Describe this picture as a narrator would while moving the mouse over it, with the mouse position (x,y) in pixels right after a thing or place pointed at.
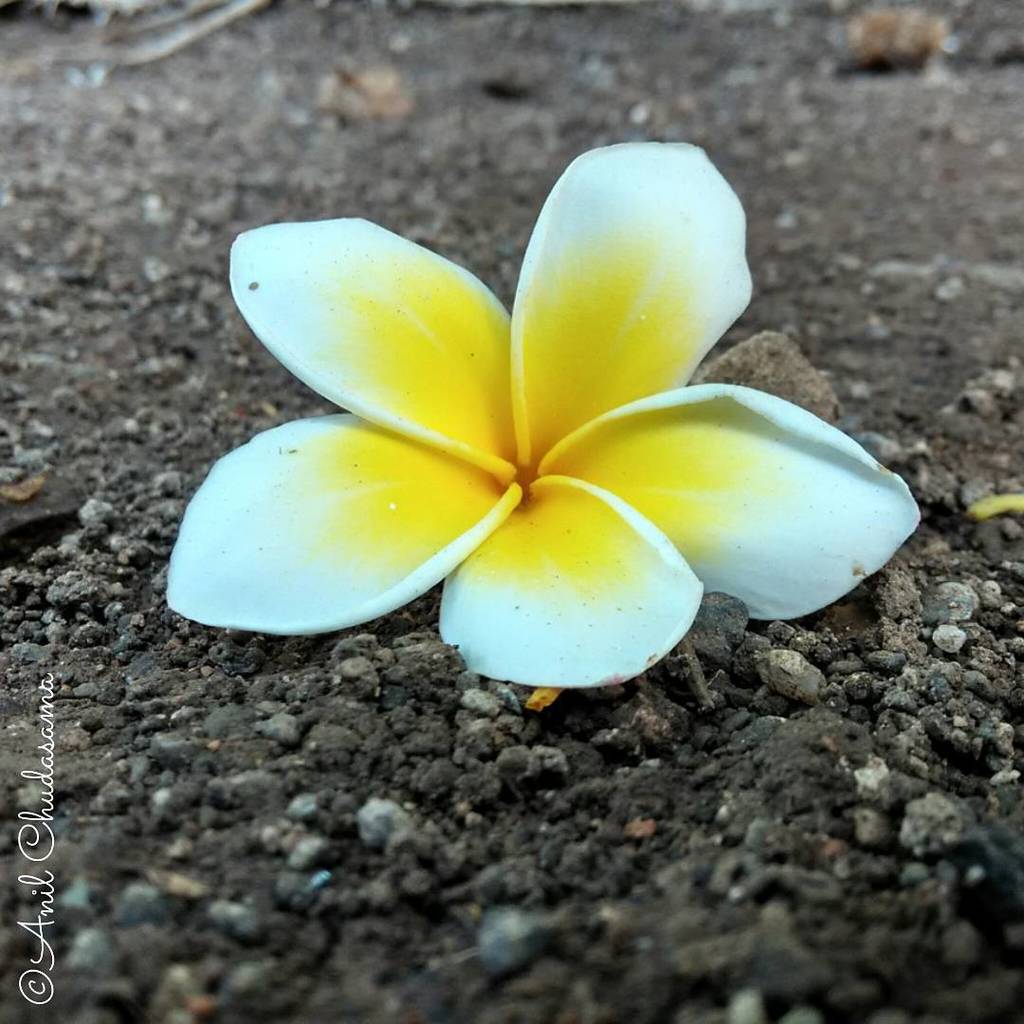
In the center of the image (568,518) we can see a flower (470,525) on the ground (551,737). It is in yellow and white color.
